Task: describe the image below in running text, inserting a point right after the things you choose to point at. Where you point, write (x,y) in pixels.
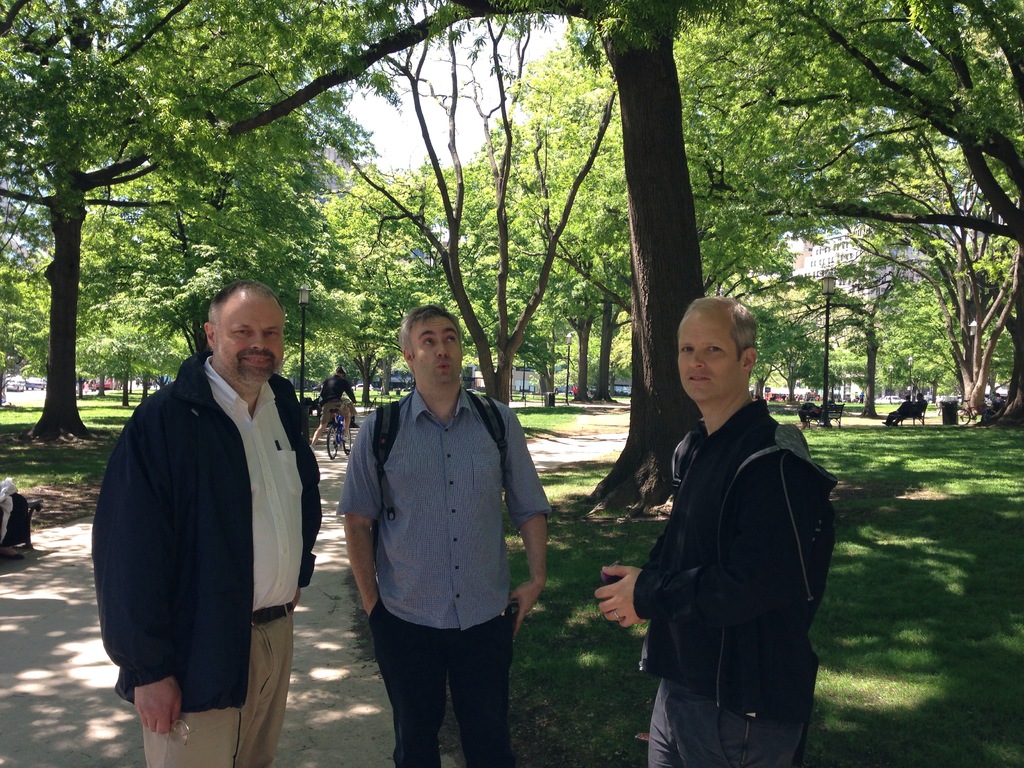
In this picture there are men (259,372) in the center of the image (579,474) and there is grassland (841,447) on the right (837,431) and left side of the image (116,395), there are buildings (899,251) and trees (567,192) in the background area of the image (328,324) and there is a boy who is cycling on the left side of the image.
